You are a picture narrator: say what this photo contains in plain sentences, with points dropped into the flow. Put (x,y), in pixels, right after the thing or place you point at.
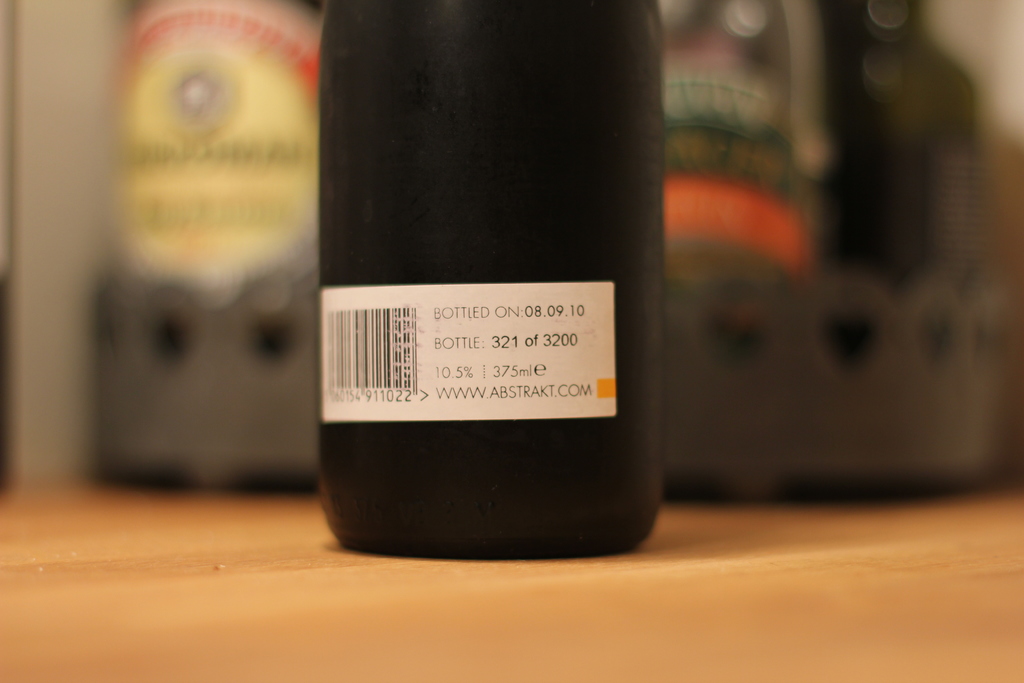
In this picture we can see bottle (476,549) on the wooden platform (515,560). In the background of the image (844,380) it is blurry.
